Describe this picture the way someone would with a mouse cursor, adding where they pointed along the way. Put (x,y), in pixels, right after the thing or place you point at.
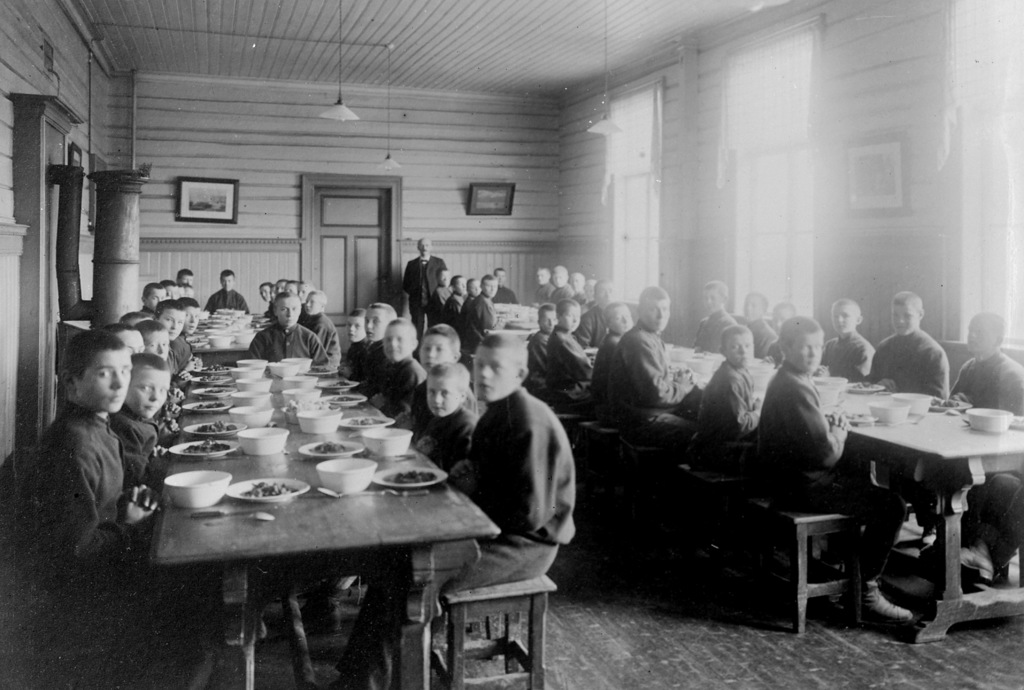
This picture is taken in a room (708,251). The room (589,436) is filled with the tables (326,533), chairs (510,592) and people (485,554). The group of people (506,503) are sitting around the table (305,481). On the every table (307,468) there are some bowls (267,434), plates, and some food (263,487). In the background (200,196) there are 2 frames (212,190), a door (385,177), a lamp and a person (429,311).
